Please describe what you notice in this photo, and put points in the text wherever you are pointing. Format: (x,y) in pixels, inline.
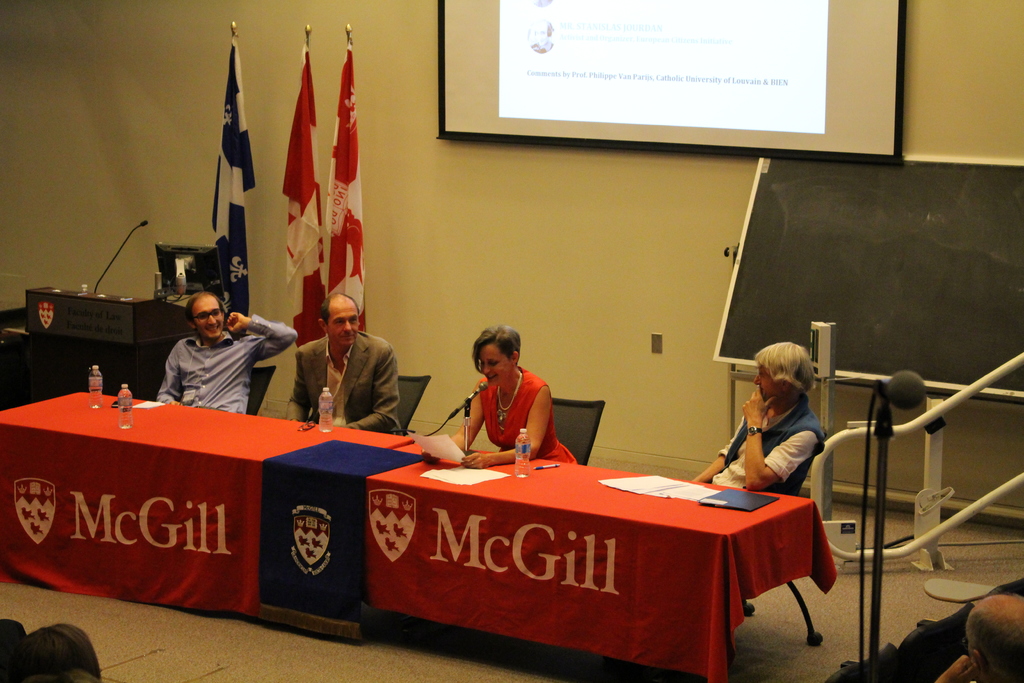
These four persons (497,381) sitting on the chair (259,379). There is a table (345,438). On the table (223,463) we can see bottles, paper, pen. on the background (324,48) we can see wall (422,159), screen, board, flags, board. This is floor (374,641).
